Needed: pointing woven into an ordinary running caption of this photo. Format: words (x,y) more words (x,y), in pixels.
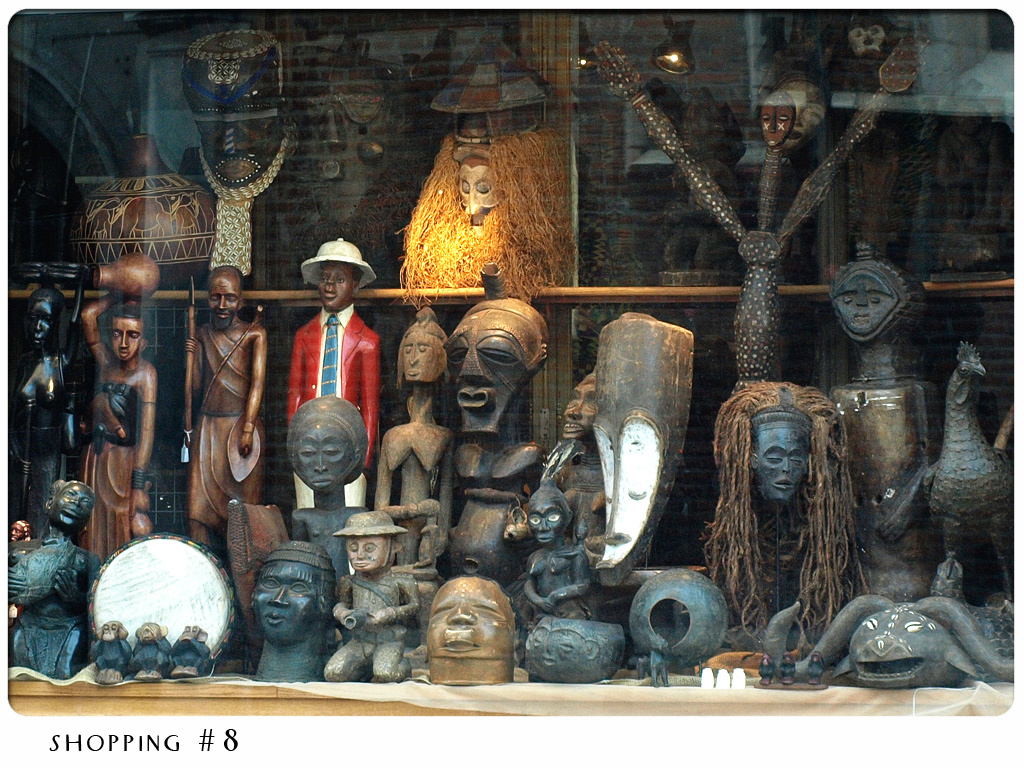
In this image I can see a cream colored desk (305,699) and on the desk (486,692) I can see few statues (347,456) which are brown, red, white, green and black in color. I can see few ancient objects (535,586) like statues (304,427) of persons (348,396), animals (968,423) and a pot (688,641). In the background (661,525) I can see the wall (438,87) which is made of bricks (421,49) and few other objects (372,157).
